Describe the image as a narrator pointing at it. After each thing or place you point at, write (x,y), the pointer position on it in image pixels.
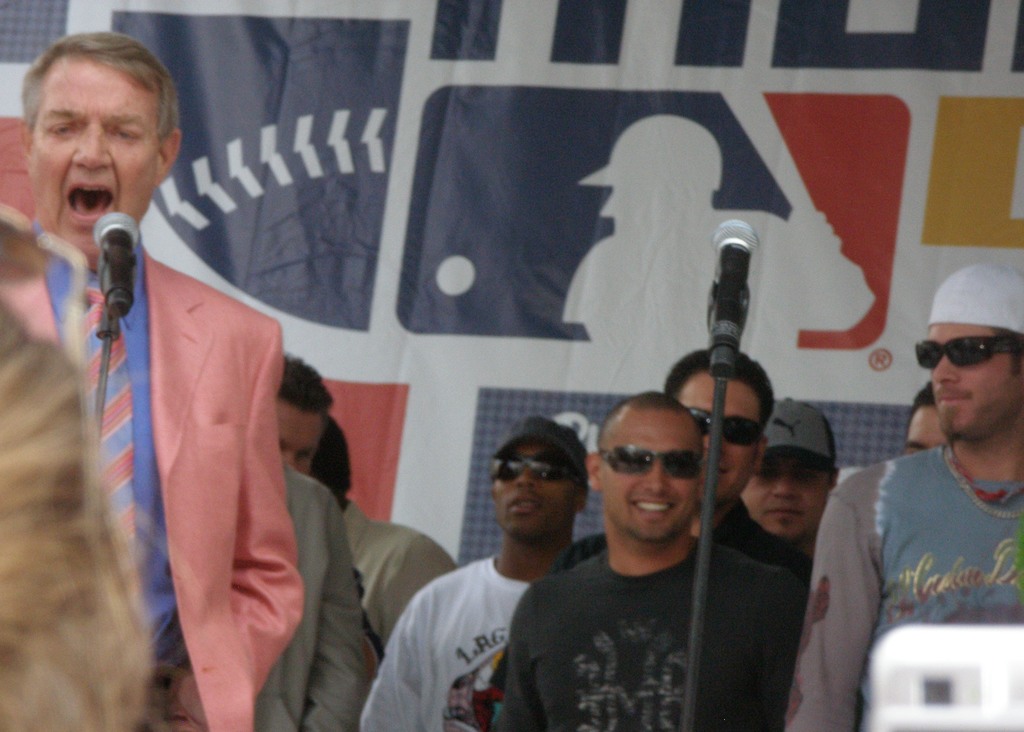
In this picture, we see the men (730,522) are standing. Most of them are wearing the goggles (673,461). They are smiling. In front of them, we see the microphone stand (704,553). On the left side (194,402), the man (134,376) in the blazer (206,332) is standing and he is talking on the microphone (118,299). In the background (405,326), we see a board (343,258) or a banner (434,323) in white, grey and red color.
